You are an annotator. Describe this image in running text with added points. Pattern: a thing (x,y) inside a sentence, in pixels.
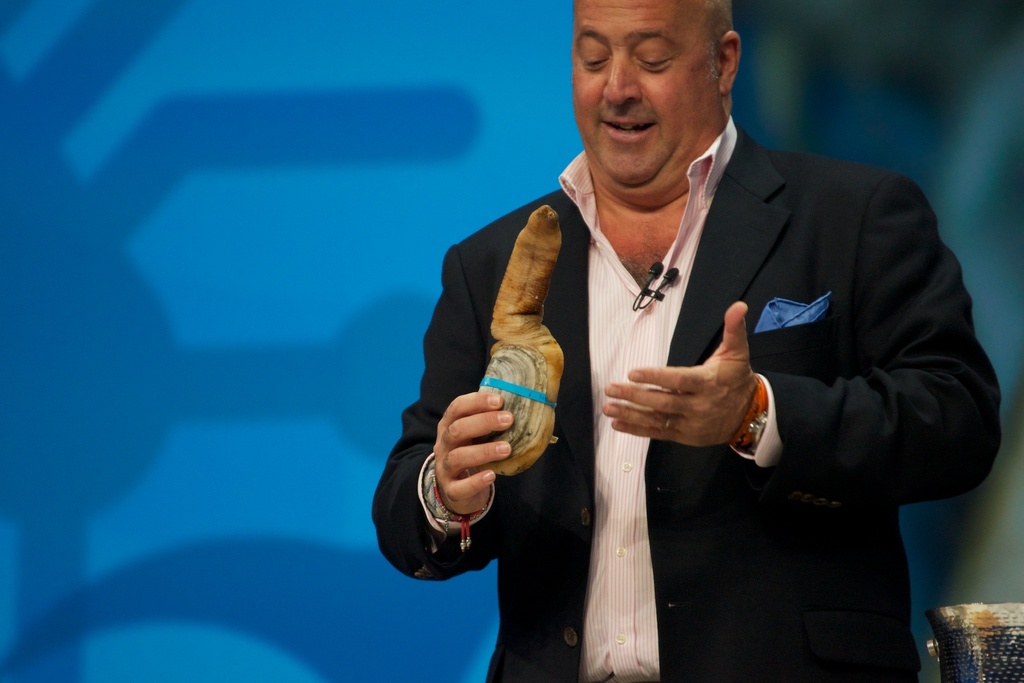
In this picture there is a man (474,291) who is standing on the right side of the image (903,373) and the background (479,204) area of the image, is blue in color.
